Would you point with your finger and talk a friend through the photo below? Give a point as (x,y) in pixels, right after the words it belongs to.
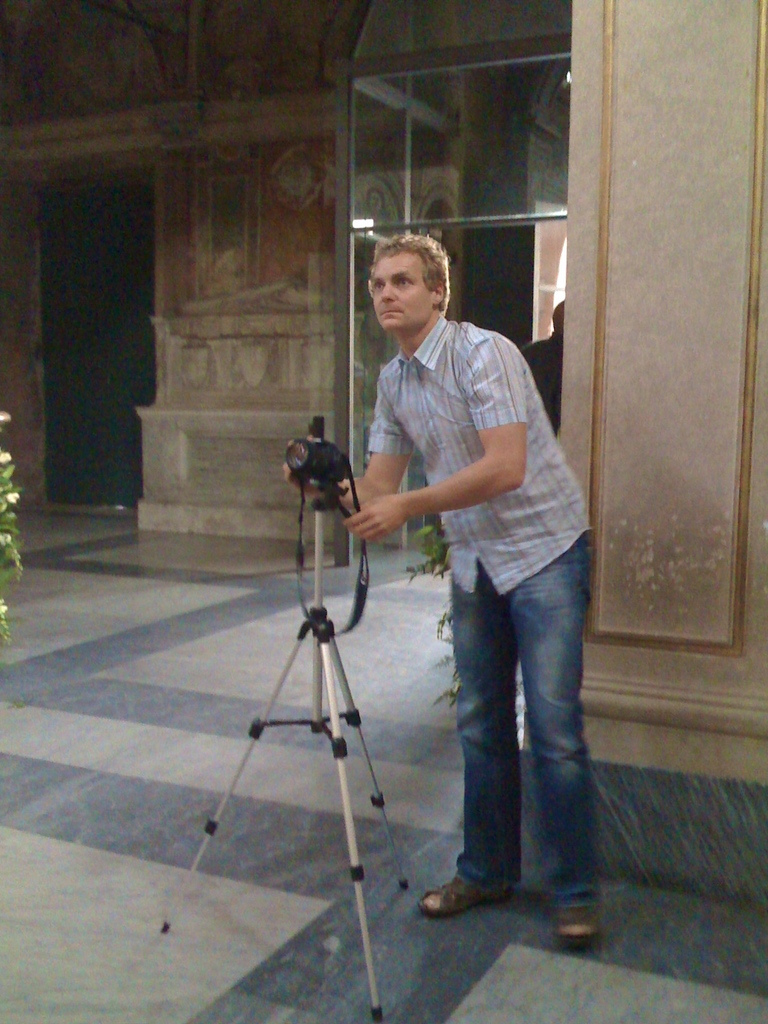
In this image I can see a man (459,497) is standing. I can see he is wearing shirt (493,514) and jeans (492,722). Here I can see a tripod stand (315,672) and on it I can see a camera (337,467). I can also see few plants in background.
